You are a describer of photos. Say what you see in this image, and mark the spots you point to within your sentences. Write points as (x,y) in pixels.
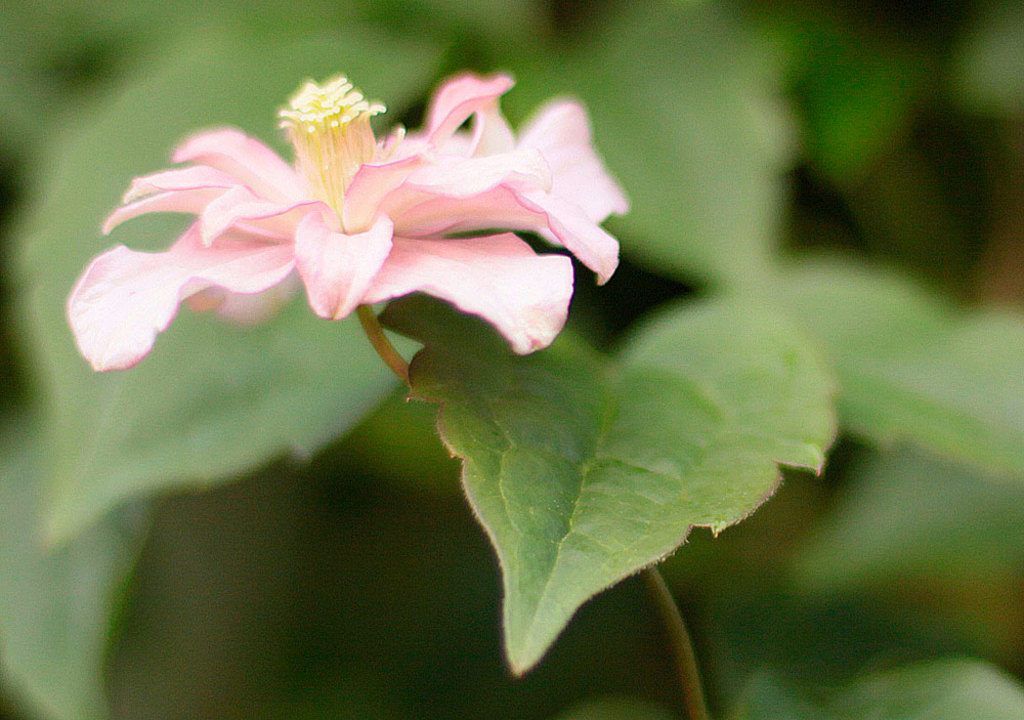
In this picture there is a pink color flower (409,199) and there are green leaves (626,215) beside it.
